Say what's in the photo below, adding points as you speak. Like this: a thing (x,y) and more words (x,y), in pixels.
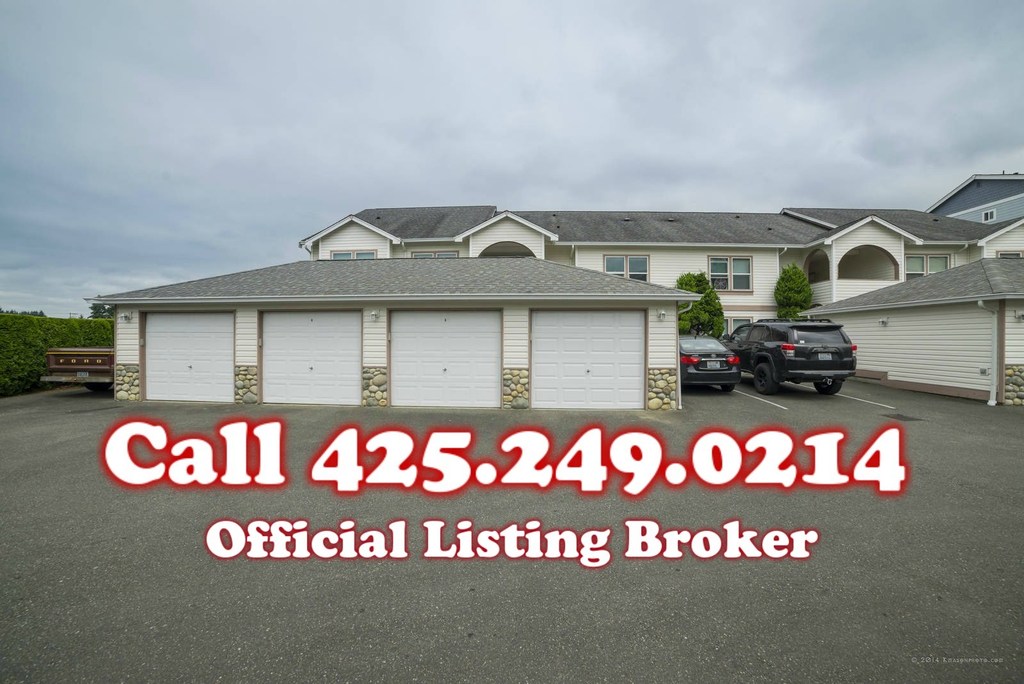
This looks like a house (664,249) with the windows (747,259). I can see two cars (795,376), which are parked. These are the trees (102,307). I can see small bushes (38,337). This is the watermark (454,467) on the image.
